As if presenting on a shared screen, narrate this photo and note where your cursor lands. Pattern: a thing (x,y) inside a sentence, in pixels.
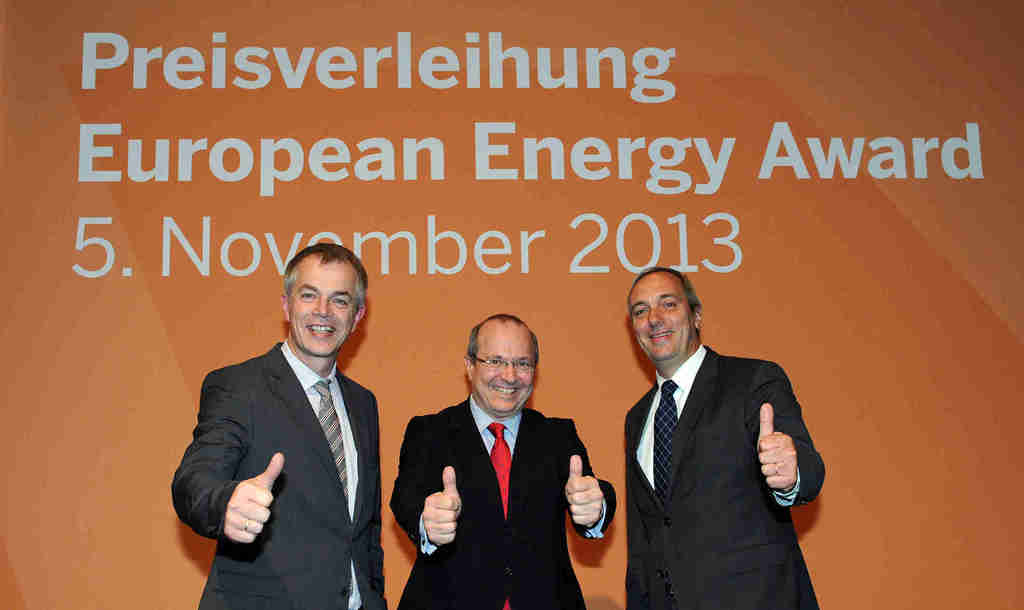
In this image in the middle (526,339), there is a man (515,410), he wears a suit (526,496), shirt (508,437), tie (493,461), he is smiling. On the right (719,452) there is a man (708,458), he wears a suit (704,442), shirt (644,437), tie (657,427), he is smiling. On the left (307,423) there is a man (314,436), he wears a suit (309,418), shirt (345,442), tie (327,422), he is smiling. In the background (270,346) there is a poster (510,170) and text (333,176).
